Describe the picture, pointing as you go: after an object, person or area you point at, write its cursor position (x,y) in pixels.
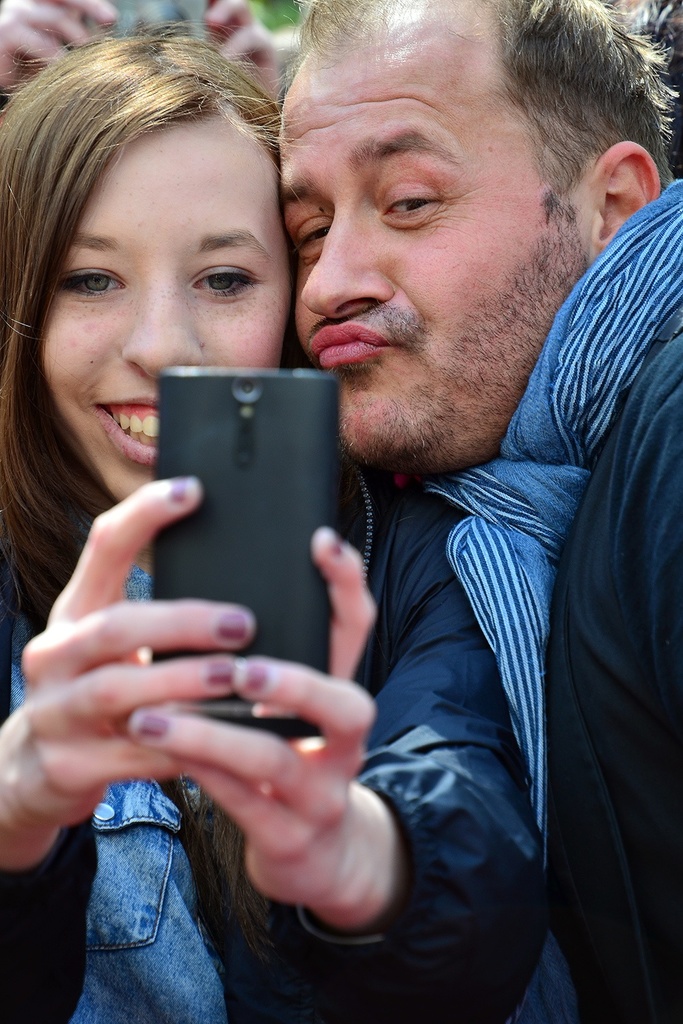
In this image there are group of people (547,569). One woman (330,687) is wearing jacket (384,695) and holding a mobile (287,427) in her hand (232,677).
